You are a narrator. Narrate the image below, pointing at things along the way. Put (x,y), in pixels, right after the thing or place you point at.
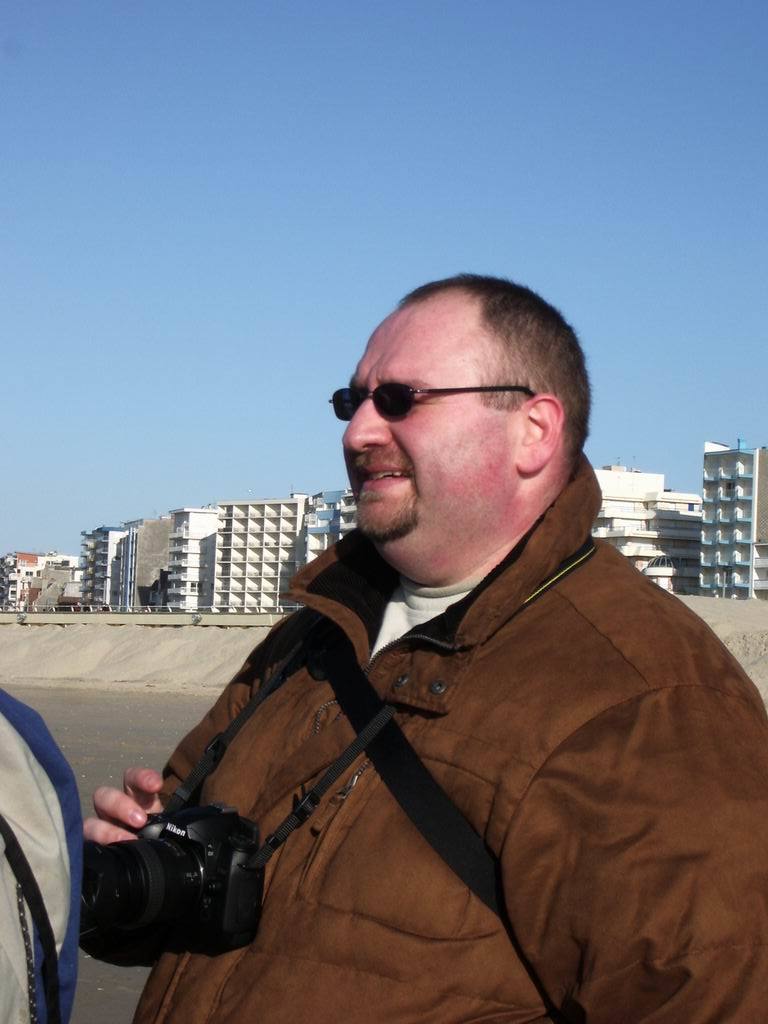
This picture is taken on beach (131,737). There is a man (430,742) in the center (369,679). He is wearing jacket (645,743) and spectacles (396,395). He is holding camera (240,883). In the background (127,557) there are buildings (186,529) and sky (197,360).
